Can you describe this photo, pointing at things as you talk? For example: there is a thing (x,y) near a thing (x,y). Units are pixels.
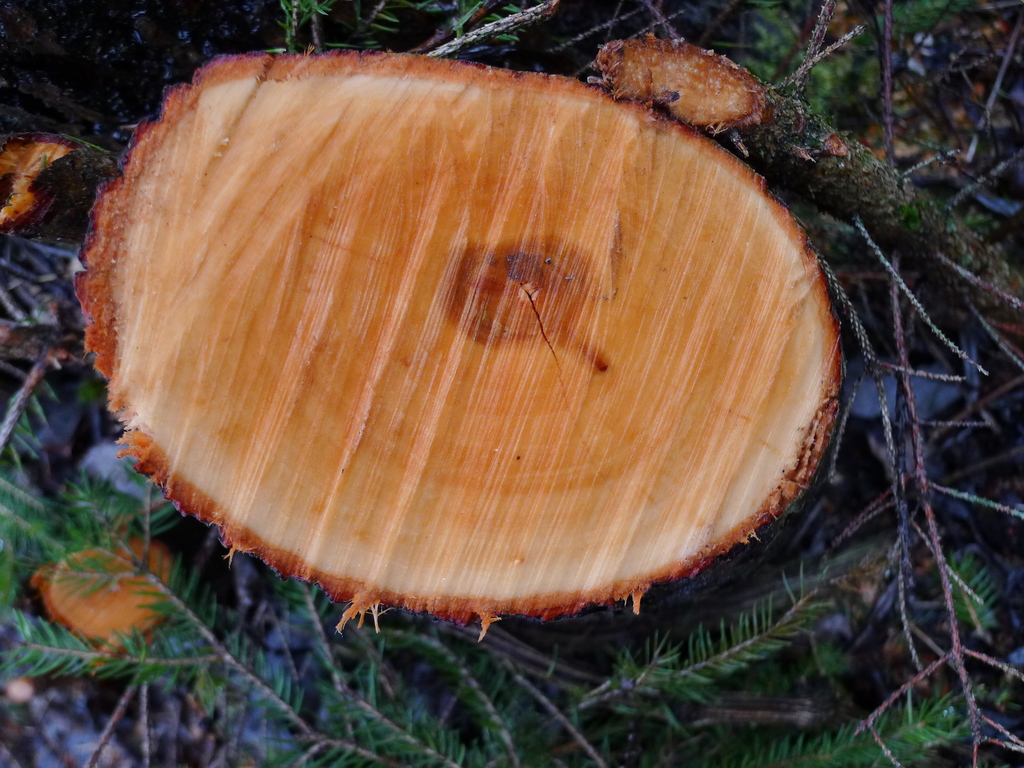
In the center of the image (642,387) we can see a piece of wood (407,354) on the branches (322,738).
